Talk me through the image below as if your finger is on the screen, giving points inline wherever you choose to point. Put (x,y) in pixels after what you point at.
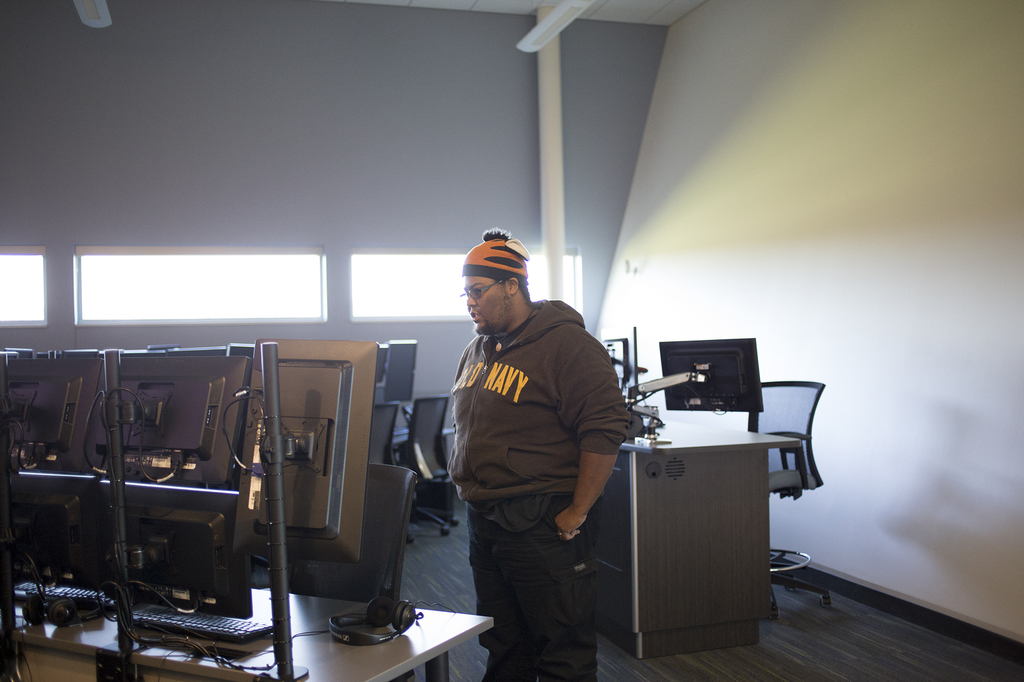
This picture is taken in a room (476,641). There is a man (521,419) in the center (528,431), he is wearing a brown jacket (547,382) and black trousers (551,550). Towards the left (248,648) there is a table (311,653), on the table (358,660) there are computers (342,494). Behind there is another table (664,451) with computers (748,348) on it. In the background (596,88) there is a wall (510,170) with windows (300,273).
